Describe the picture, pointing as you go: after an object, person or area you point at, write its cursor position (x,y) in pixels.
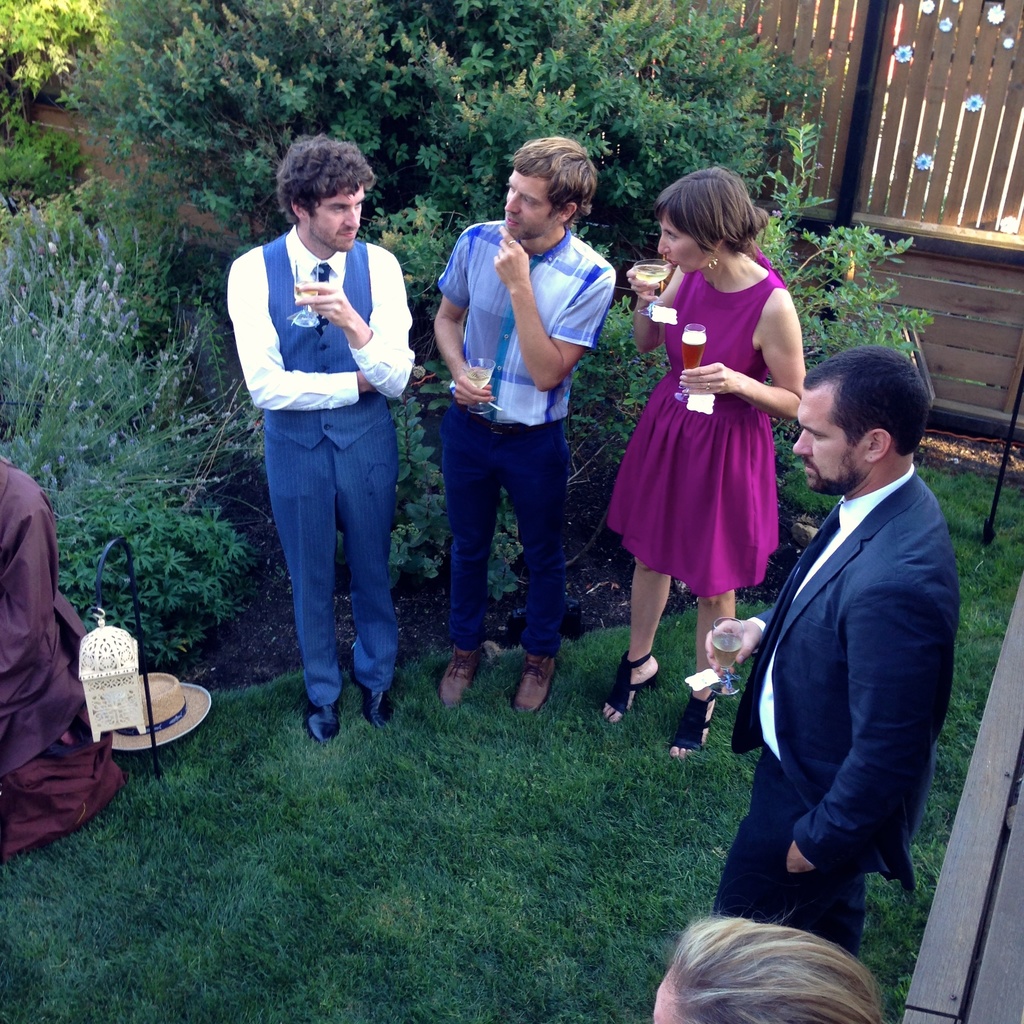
In the picture I can see some persons (800,600) standing on ground (546,938) and holding glasses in their hands (349,327), there is lawn (717,704), there are some plants (695,117) and in the background of the image (821,135) there is wooden sheet wall (889,157).
